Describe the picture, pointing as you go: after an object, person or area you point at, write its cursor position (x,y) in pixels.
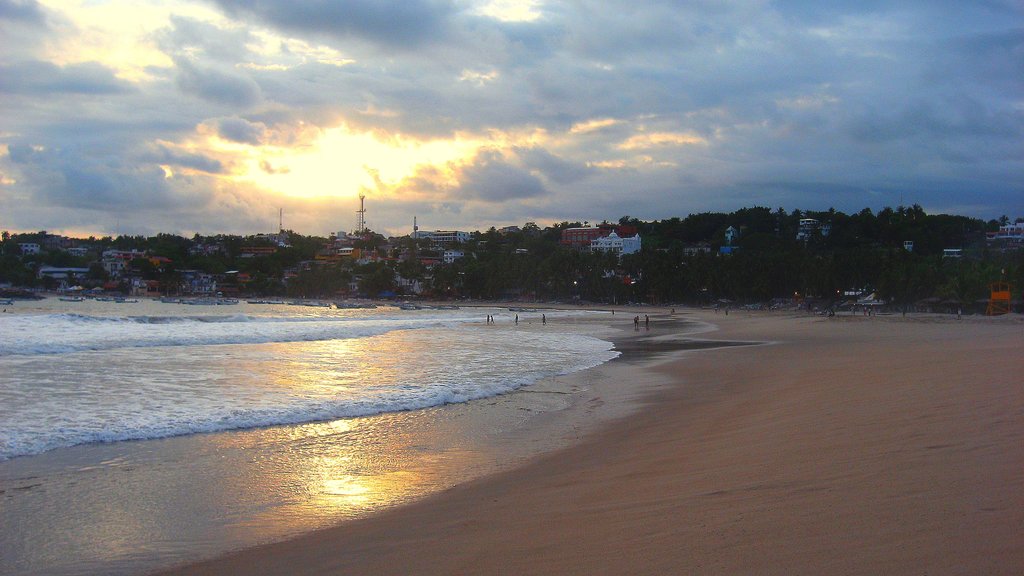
In this image we can see a group of people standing on the seashore (585,391). We can also see some boats (347,307) in the water (229,368), a group of buildings (359,258), a tower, a group of trees (649,288), the sun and the sky (733,145) which looks cloudy.
